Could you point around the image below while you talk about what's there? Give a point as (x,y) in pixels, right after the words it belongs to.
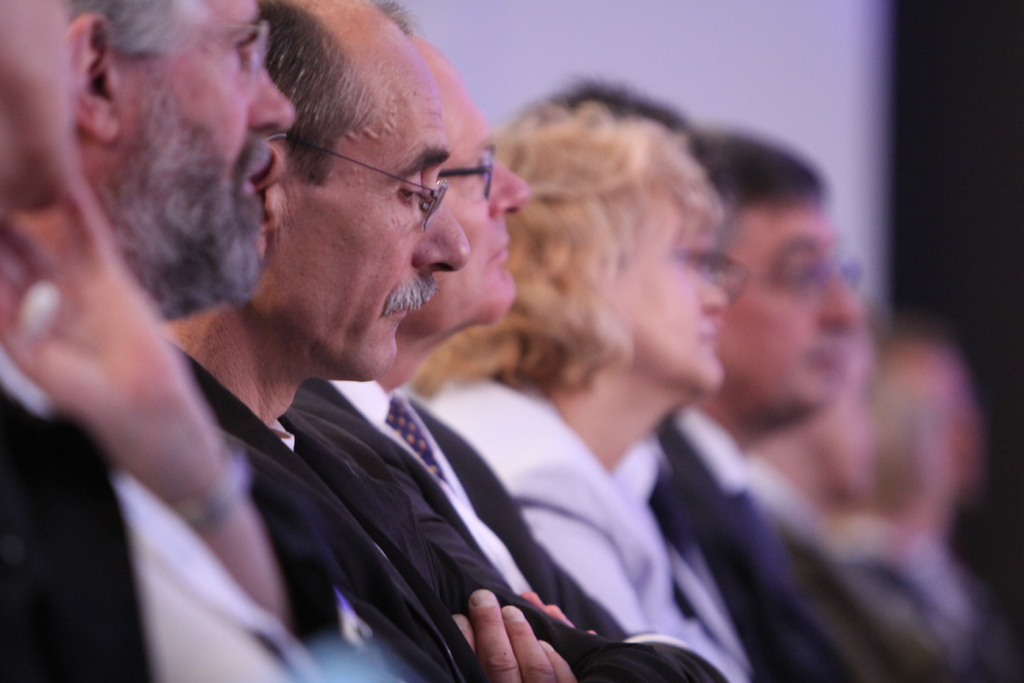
In this image we can see a group of persons (584,443). The background of the image (509,3) is blurred.
